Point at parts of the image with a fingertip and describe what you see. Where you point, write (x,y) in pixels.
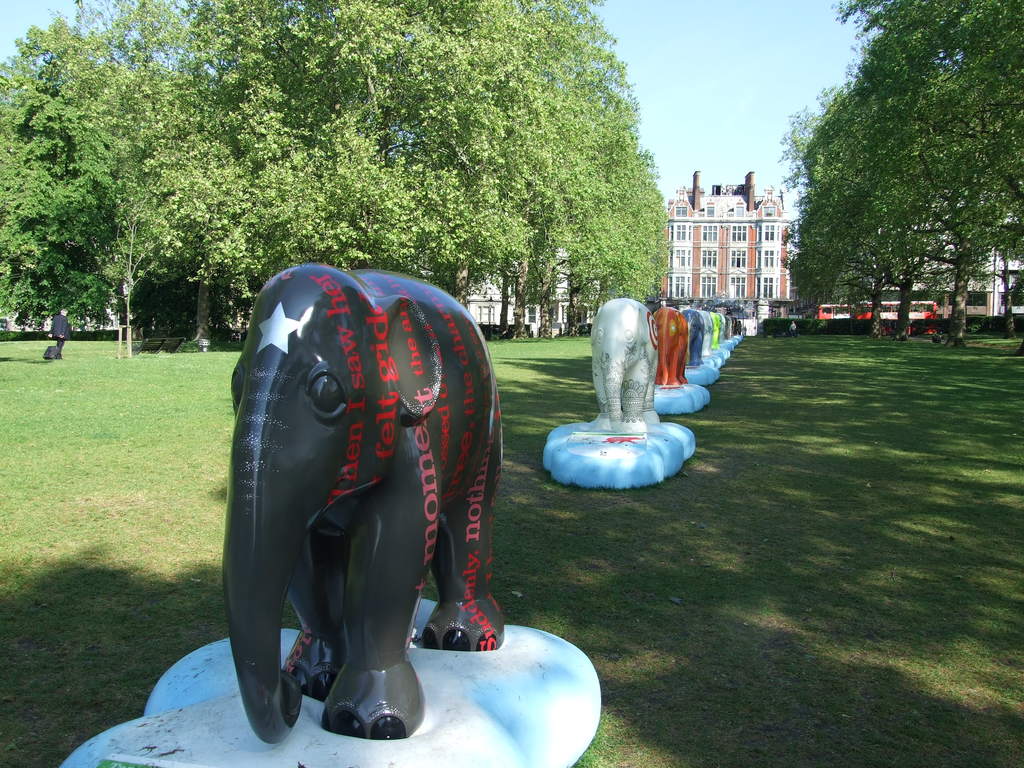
In the middle of the image (661,375) we can see the elephant statues (495,606) placed in a row. In the background (859,243) we can see building (775,252), trees (505,320), person (57,324) on the ground (123,342) and sky (685,98).
